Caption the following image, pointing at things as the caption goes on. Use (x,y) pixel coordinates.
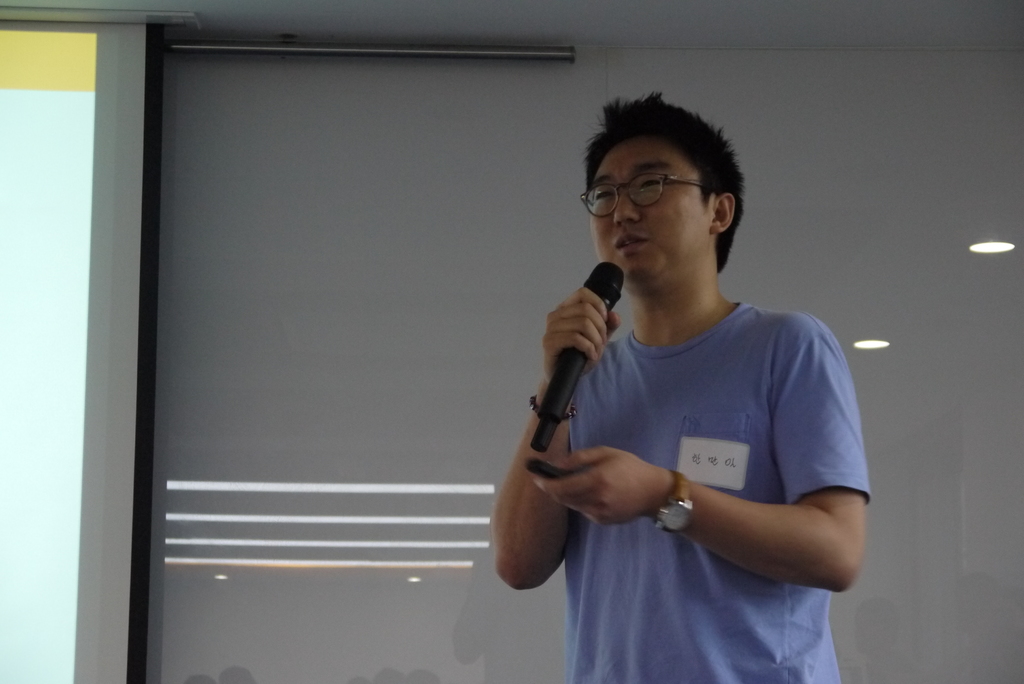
In this image I can see the person (581,661) standing and the person (716,398) is holding a microphone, background I can see the projection screen (88,534) and I can see reflection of few lights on the screen (983,294).
